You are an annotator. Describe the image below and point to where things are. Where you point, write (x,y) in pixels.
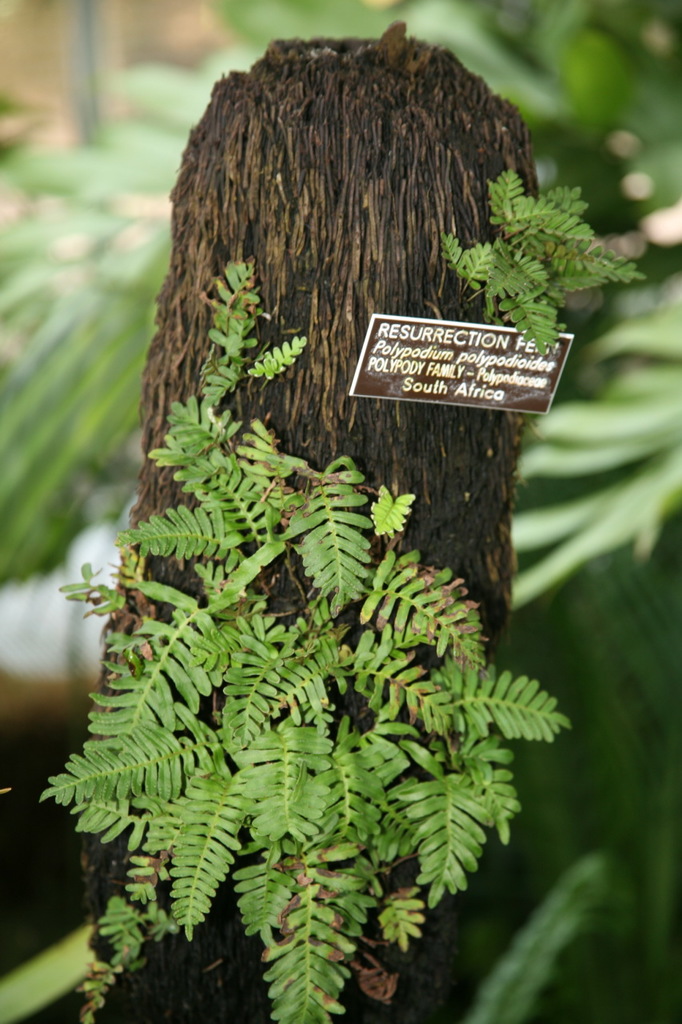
In this image I can see few plants (337,889) in green color and I can also see the trunk (346,325), the board (519,387) in black color. In the background (512,38) I can see few trees (136,177) and plants (153,144) in green color.
